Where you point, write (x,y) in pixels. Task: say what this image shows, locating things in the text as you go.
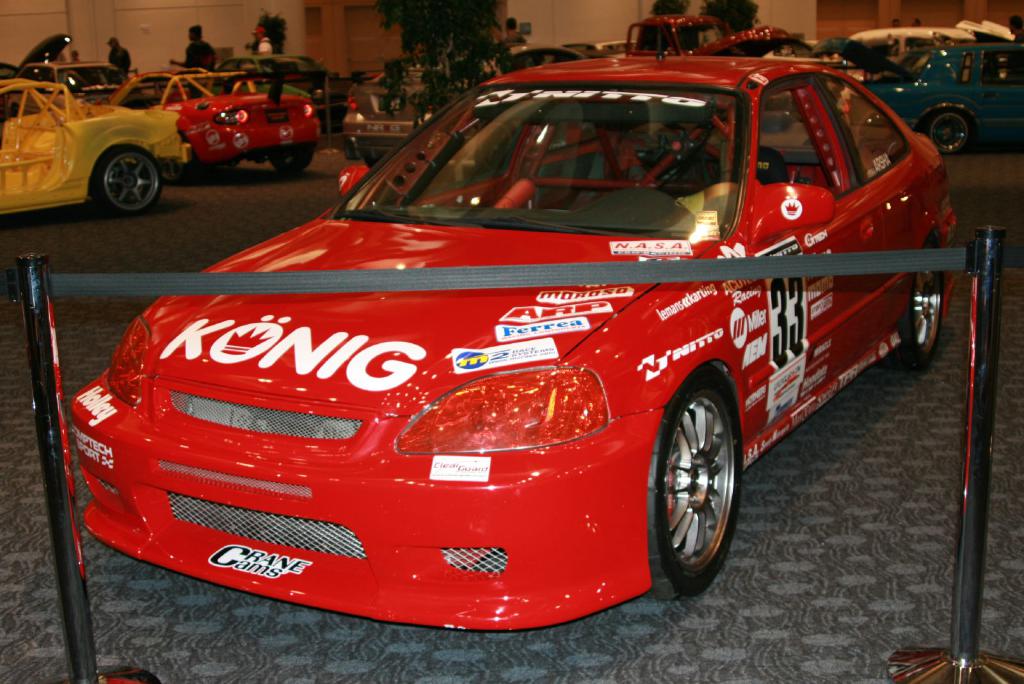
In this image I can see few vehicles (474,413). In front (369,367) the vehicle (393,378) is in red color and I can also see two poles (974,561), background (419,34) I can see few trees (489,18), and few buildings (318,14) in white and cream color.
